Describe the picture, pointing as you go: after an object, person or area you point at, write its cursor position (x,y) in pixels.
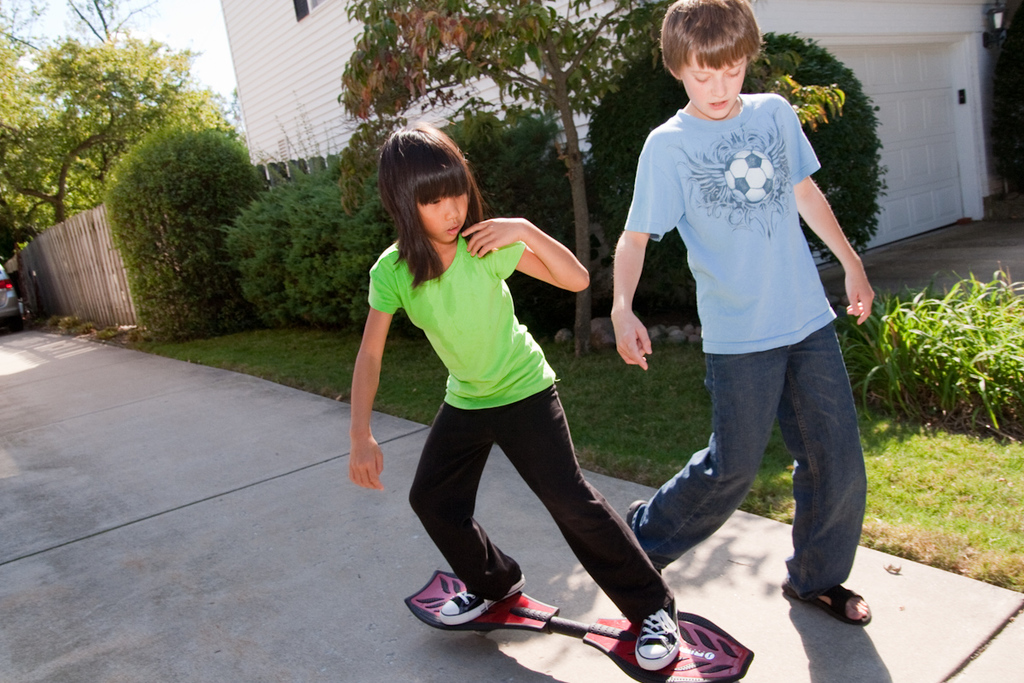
In this picture I can see two person's (705,88), a person (472,579) standing on the skateboard (452,574), there is grass (691,357), plants (541,129), fence (89,233), trees (28,197), this is looking like a house (269,12), there is a vehicle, and in the background (212,50) there is sky (212,50).
